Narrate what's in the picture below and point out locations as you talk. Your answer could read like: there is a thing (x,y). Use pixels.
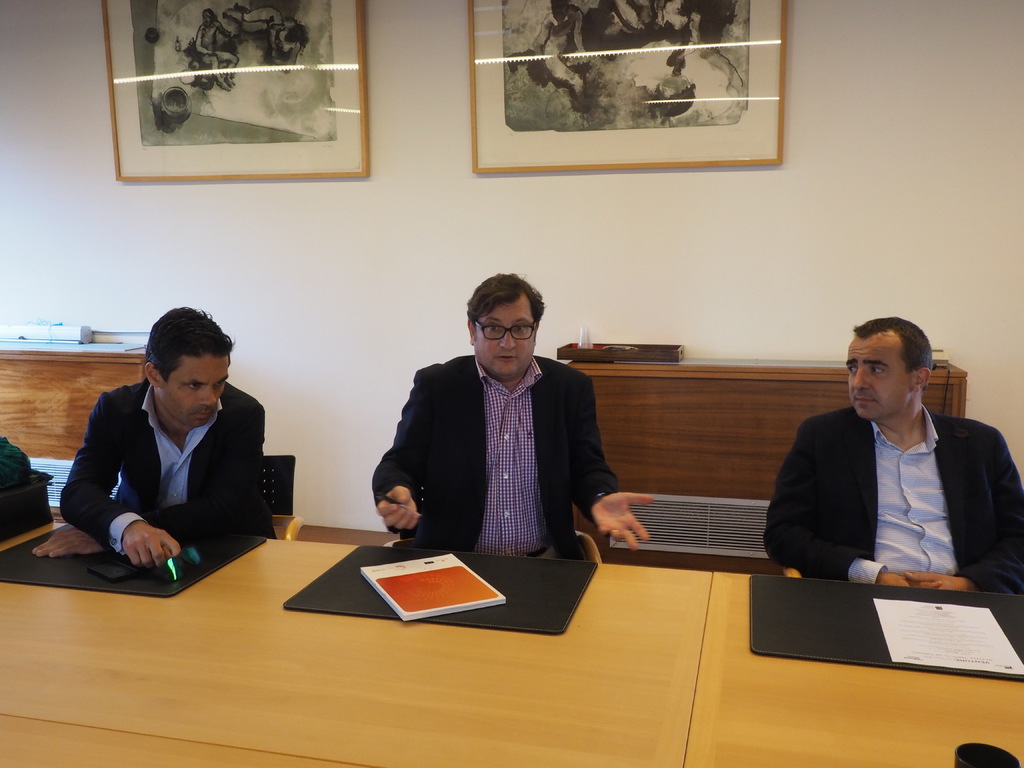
Here in this picture we can see three men (453,405) sitting on chairs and we can see all of them are wearing black colored coats (103,443) and in front of them we can see a table (311,574), on which we can see books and papers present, the person (402,459) in the middle (422,483) is wearing spectacles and speaking something and behind them we can see tables (46,353) present with something present on it and on the wall (416,180) we can see portraits (273,145) present.
